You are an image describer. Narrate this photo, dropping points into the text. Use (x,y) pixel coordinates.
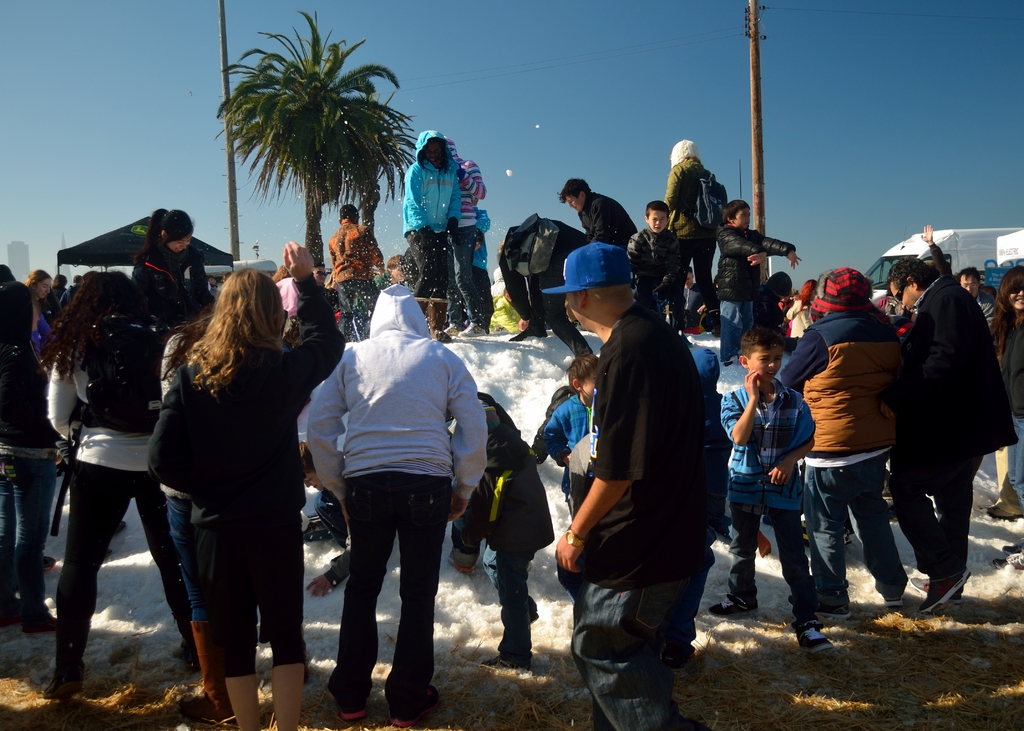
In the picture I can see people (467,466) are standing on the ground (488,382). In the background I can see a tree (333,112), poles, the sky (563,161), a vehicle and some other objects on the ground (538,424).
